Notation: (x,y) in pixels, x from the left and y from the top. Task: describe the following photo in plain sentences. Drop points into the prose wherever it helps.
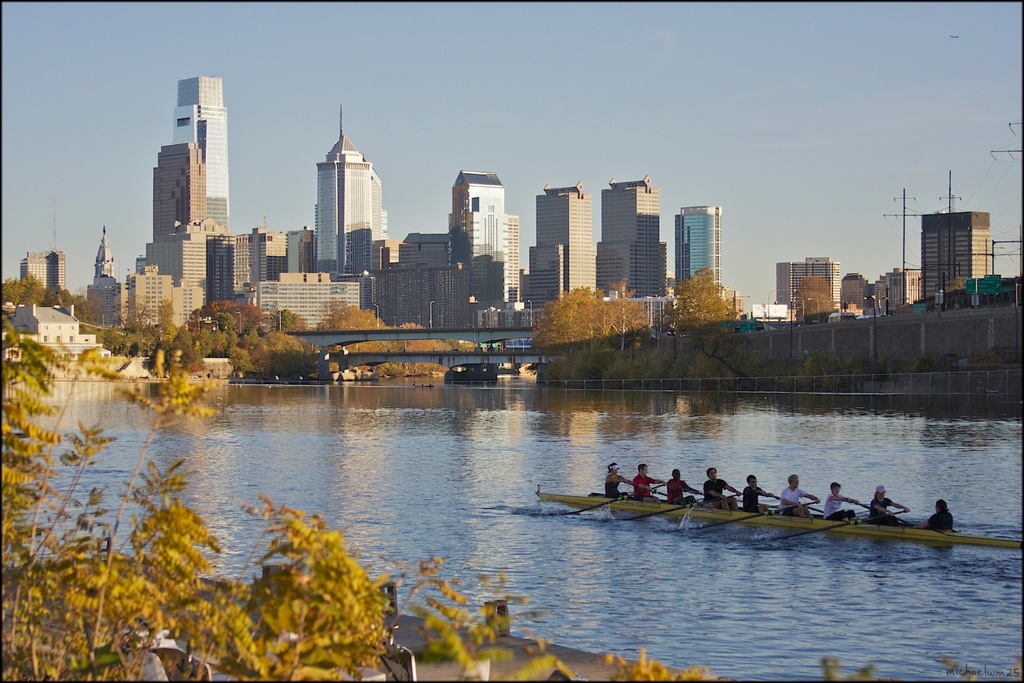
In this picture I can see few people (716,501) are boating on the water (553,519), around I can see some trees (242,317), buildings (339,251), fencing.
